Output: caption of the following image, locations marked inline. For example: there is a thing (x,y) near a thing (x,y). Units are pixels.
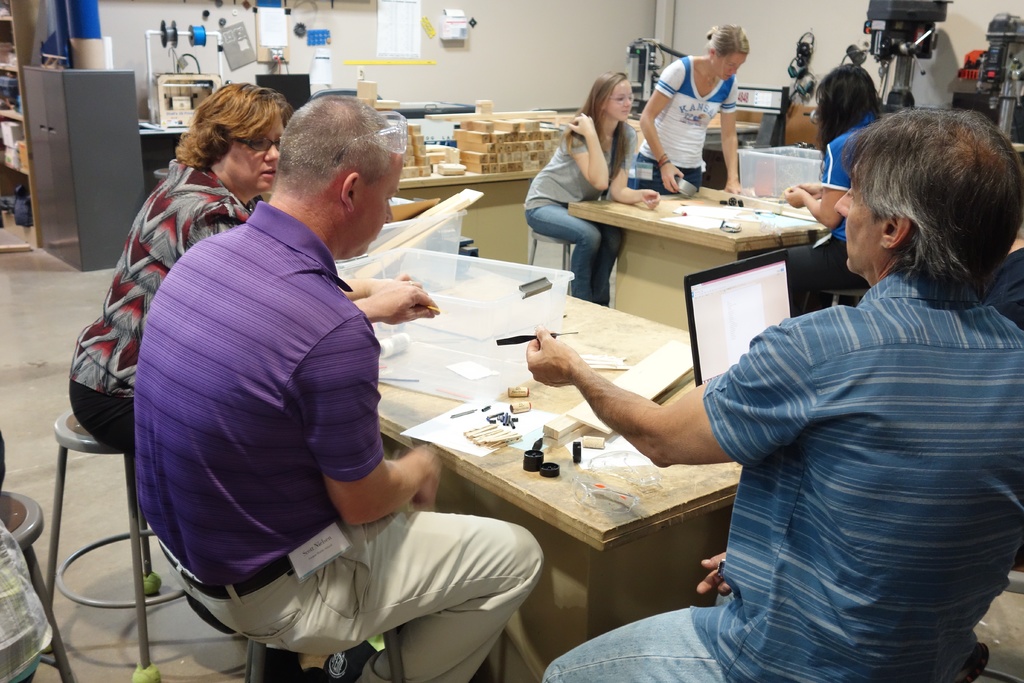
In the image we can see there are people (803,189) who are sitting on a chair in front of them there is a table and there is a laptop (746,282) and at the back (536,144) there is a wooden logs (489,140) on the table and there is a cupboard (41,142) over here.
